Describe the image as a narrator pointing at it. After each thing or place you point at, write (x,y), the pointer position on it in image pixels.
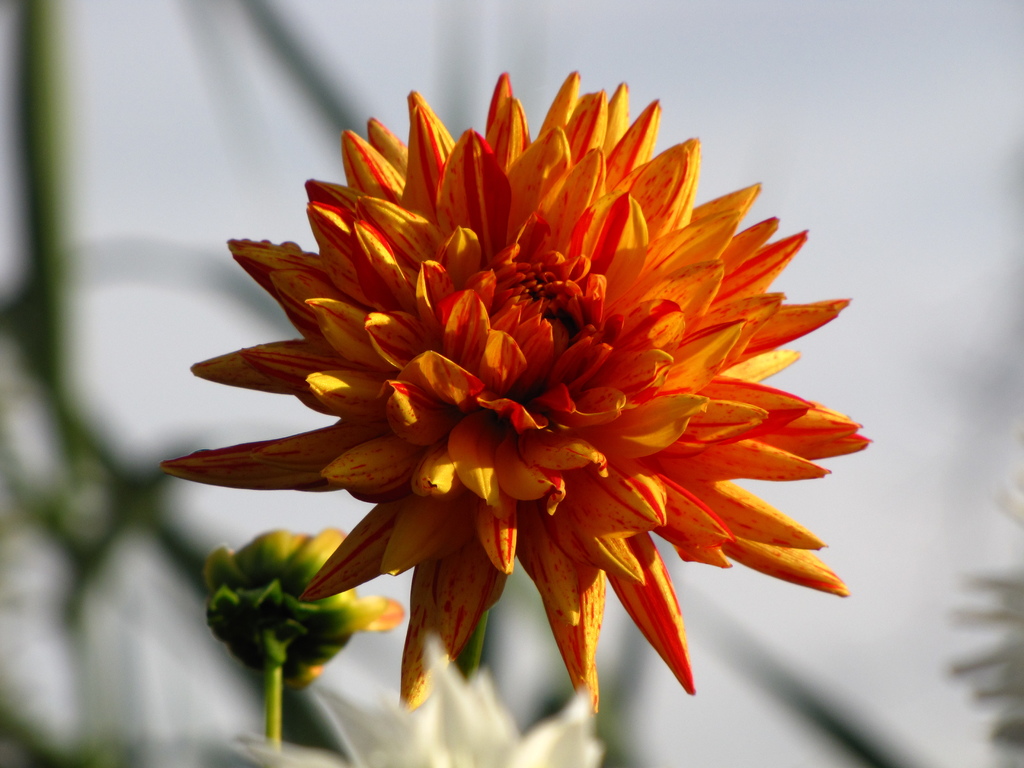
In front of the picture, we see a flower (615,279) in yellow and orange color. In the background (322,543), we see the flowers (387,606) in yellow and white color. In the background (208,254), it is in white and green color. This picture is blurred in the background (142,518).
